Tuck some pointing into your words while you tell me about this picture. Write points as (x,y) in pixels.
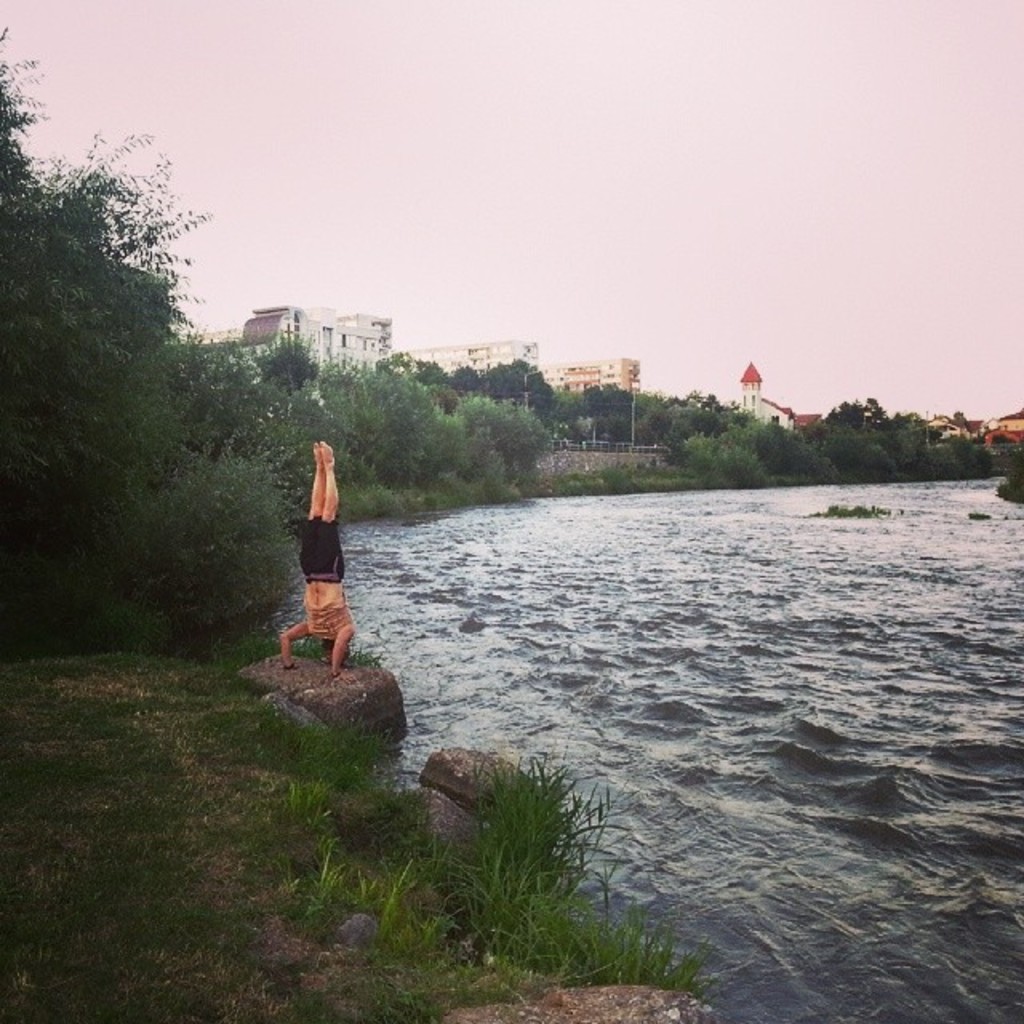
In this image we can see water (740,614) on the right of the image (796,719), on the left side (305,546) there is a person (307,569) on the rock (363,708) and grass (487,919) and in the background (148,426) there are few trees (445,389), buildings (314,313) and sky (626,126) on the top (596,126).
